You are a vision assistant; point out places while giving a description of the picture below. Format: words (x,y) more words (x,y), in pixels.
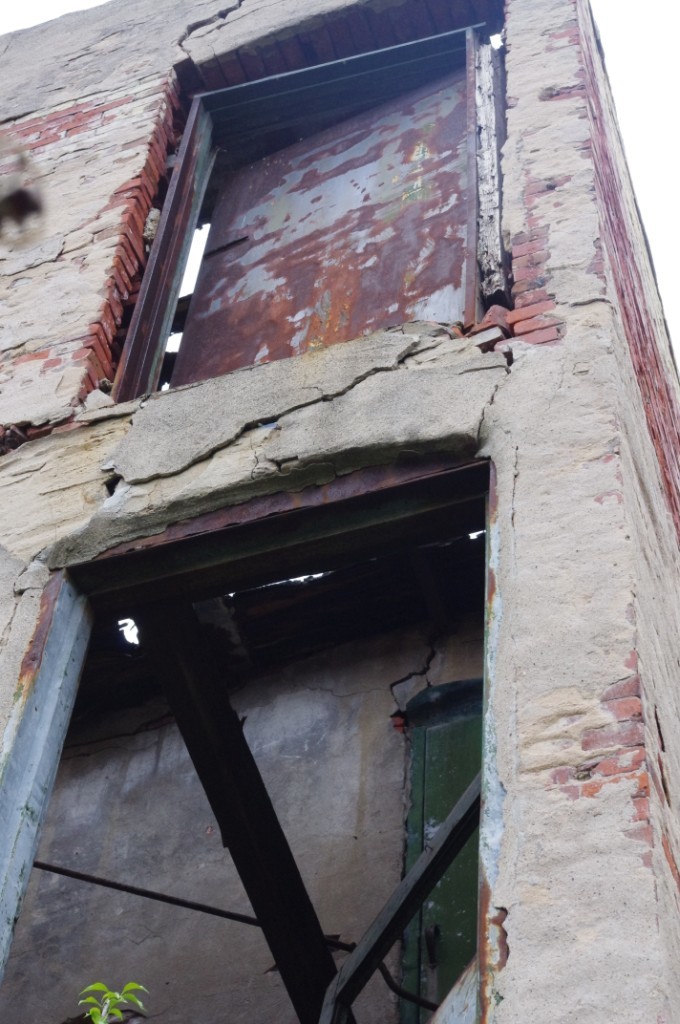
In the picture we can see an old building wall (536,1013) with two doors (385,232) and some cracks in the walls (638,483) and some part of bricks (43,140) came out of the wall (545,388), and in the background (666,41) we can see a sky (640,166).
